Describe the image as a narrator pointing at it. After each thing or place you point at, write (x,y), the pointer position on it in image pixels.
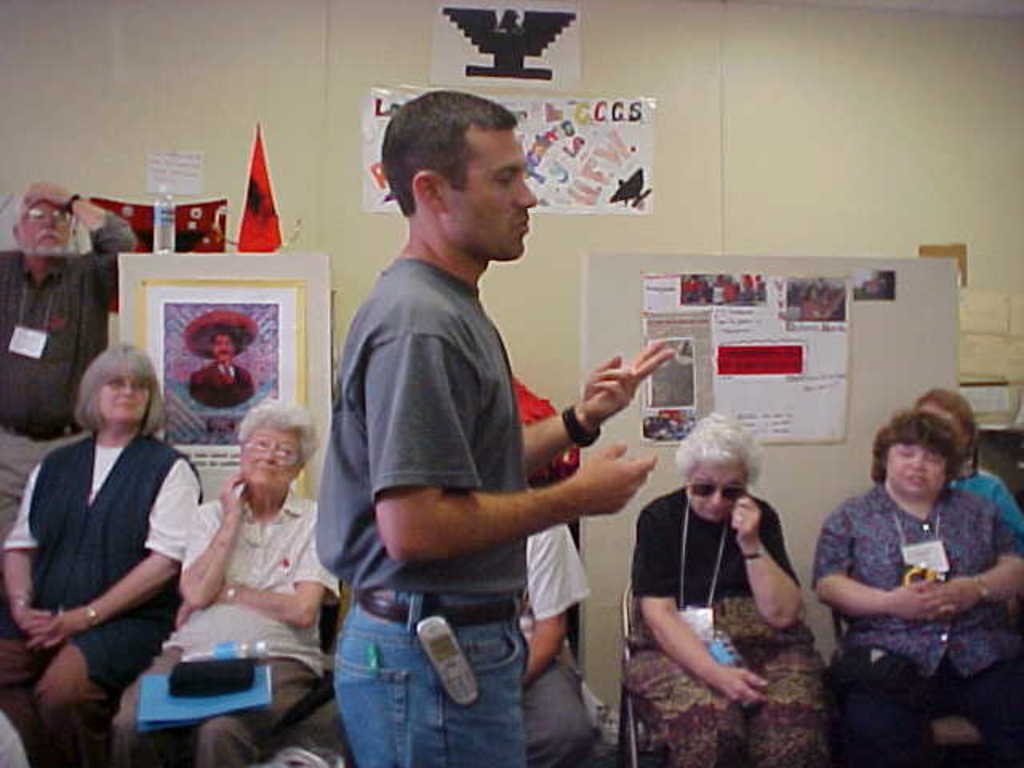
On the left side of the image (266,599) we can see two ladies (226,624) are sitting on the chair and a man (42,379) is standing. In the middle of the image (501,346) we can see a person (425,234) is standing and he kept the cell phone (437,643) to his pant (466,728). On the right side of the image (786,608) we can see three ladies (852,684) are sitting on the chair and a board (606,300) is there.
